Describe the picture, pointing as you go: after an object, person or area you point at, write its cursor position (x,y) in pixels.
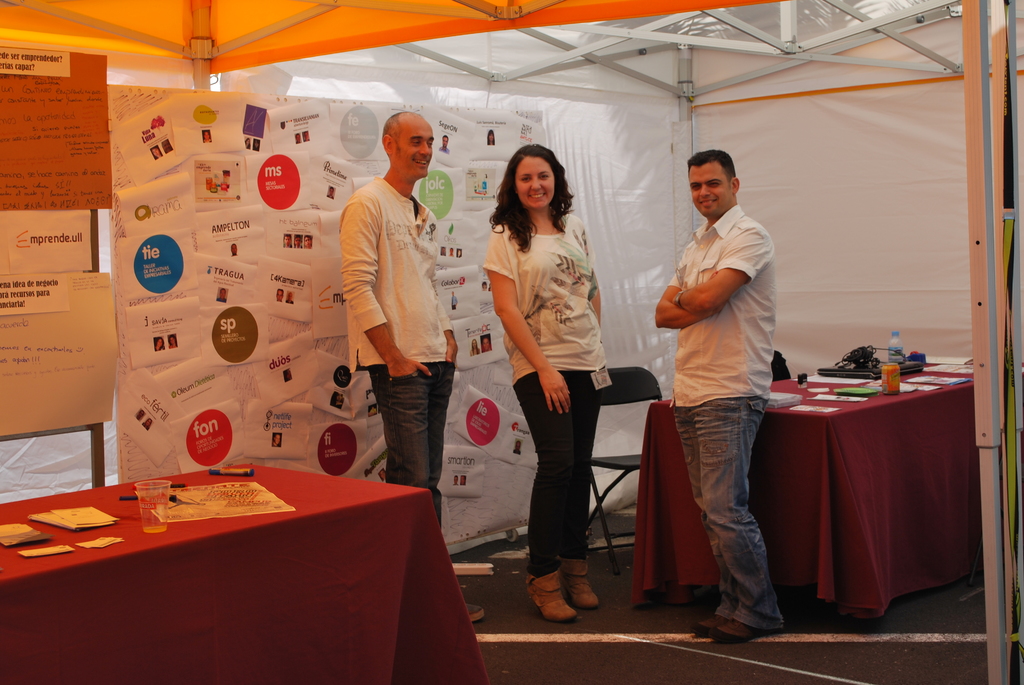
In the center (544,339) we can see three persons (722,262) were standing and they were smiling which we can see on their face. On the left (297,482) and right we can see the table (808,386), on table (186,477) we can see some objects (217,505). And back we can see banner (164,296) and some notice boards (84,290). They are under tent (623,108).
